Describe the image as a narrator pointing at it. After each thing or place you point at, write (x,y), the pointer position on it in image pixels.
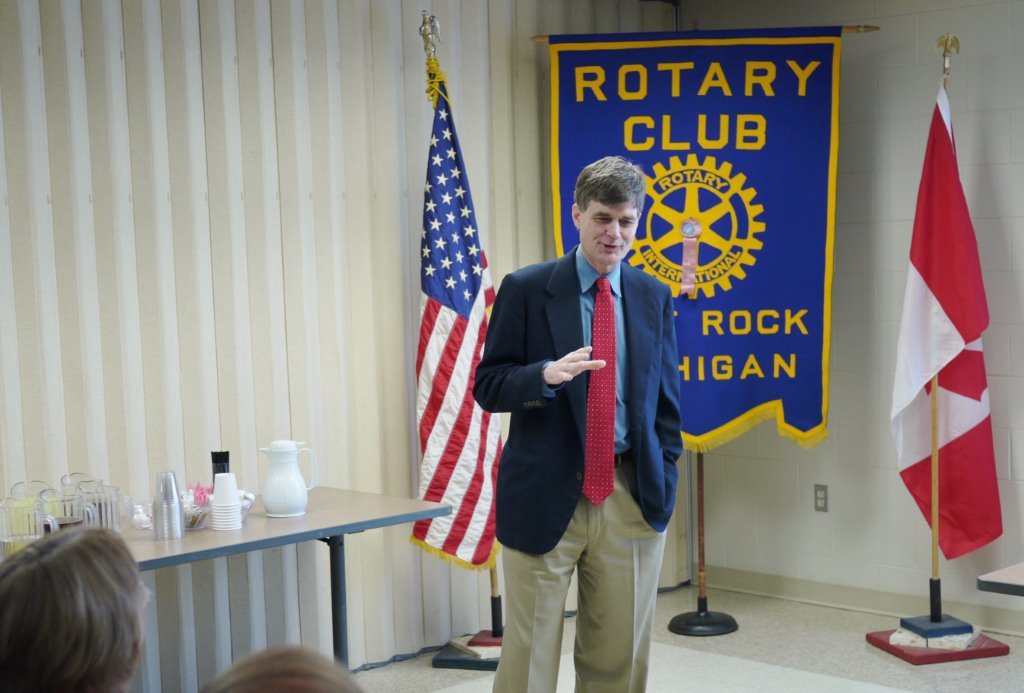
In this image we can see a person (495,352) wearing suit (491,333) standing on left side of the image (143,532) there is a table (143,564) on which there are some jugs (76,496), glasses (157,531), cups (227,496) and in the background of the image (474,341) there are flags (462,290).
